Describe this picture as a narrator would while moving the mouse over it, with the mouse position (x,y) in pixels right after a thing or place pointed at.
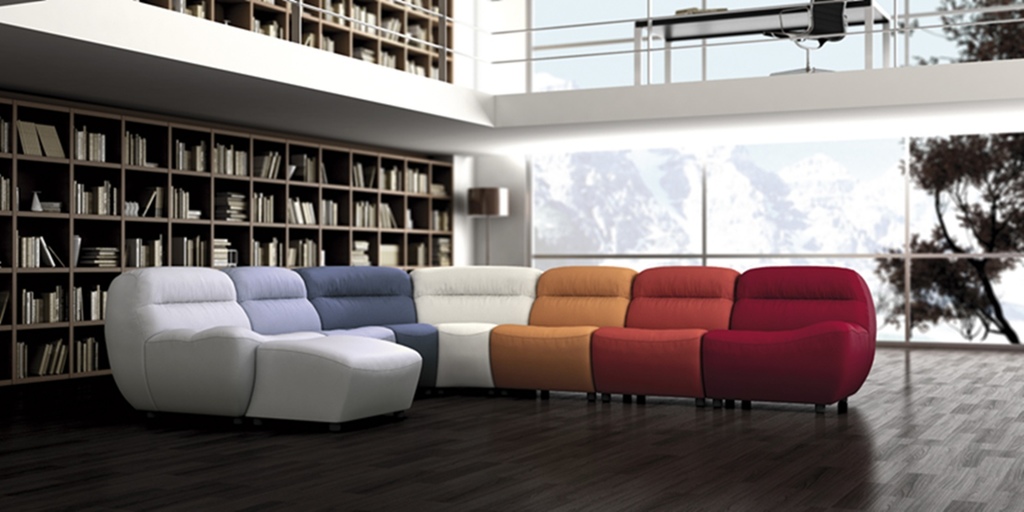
In this image, we can see colorful chairs (430,376) are on the wooden floor (756,447). In the background (731,258), we can see glass objects (674,211), table lamp (485,209), wall (500,228) and bookshelves (44,326). At the top of the image (634,76), we can see table (755,26), chair (786,31), railings (743,42) and bookshelves (365,30). Through the glasses (724,240), we can see mountains (819,223) and tree (1010,17).
